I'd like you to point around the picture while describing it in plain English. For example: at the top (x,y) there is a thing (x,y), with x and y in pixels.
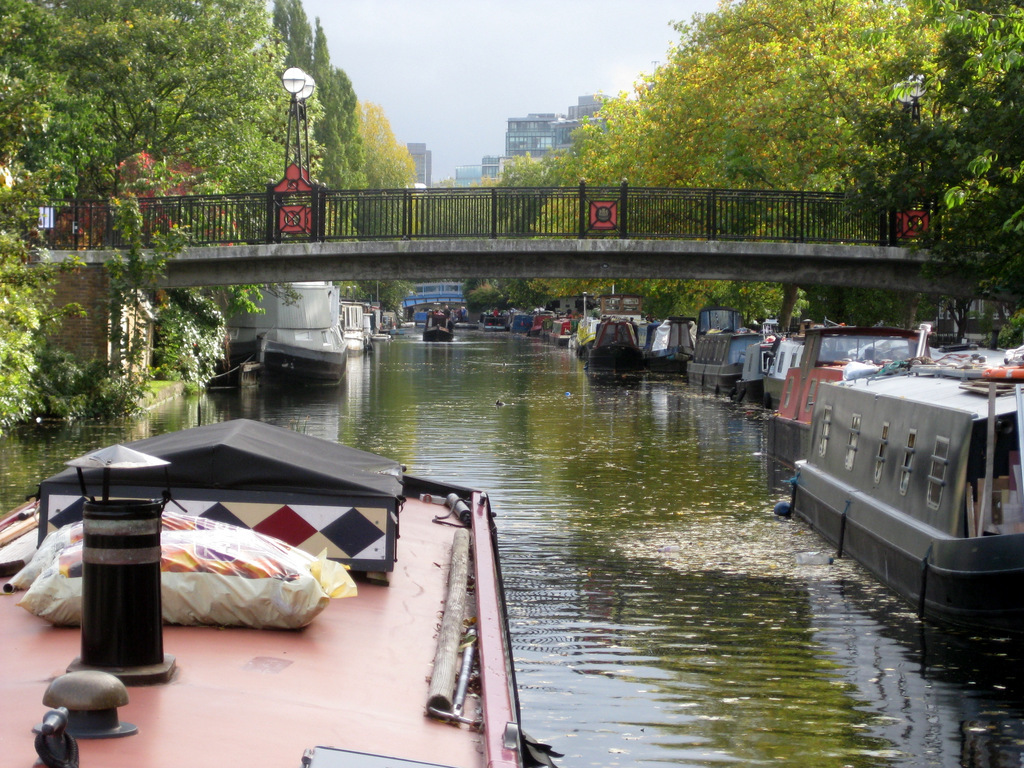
In this picture we can see boats (963,555) on water (440,427), bridge (581,226), trees (875,133), buildings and in the background (500,68) we can see the sky (599,6).
